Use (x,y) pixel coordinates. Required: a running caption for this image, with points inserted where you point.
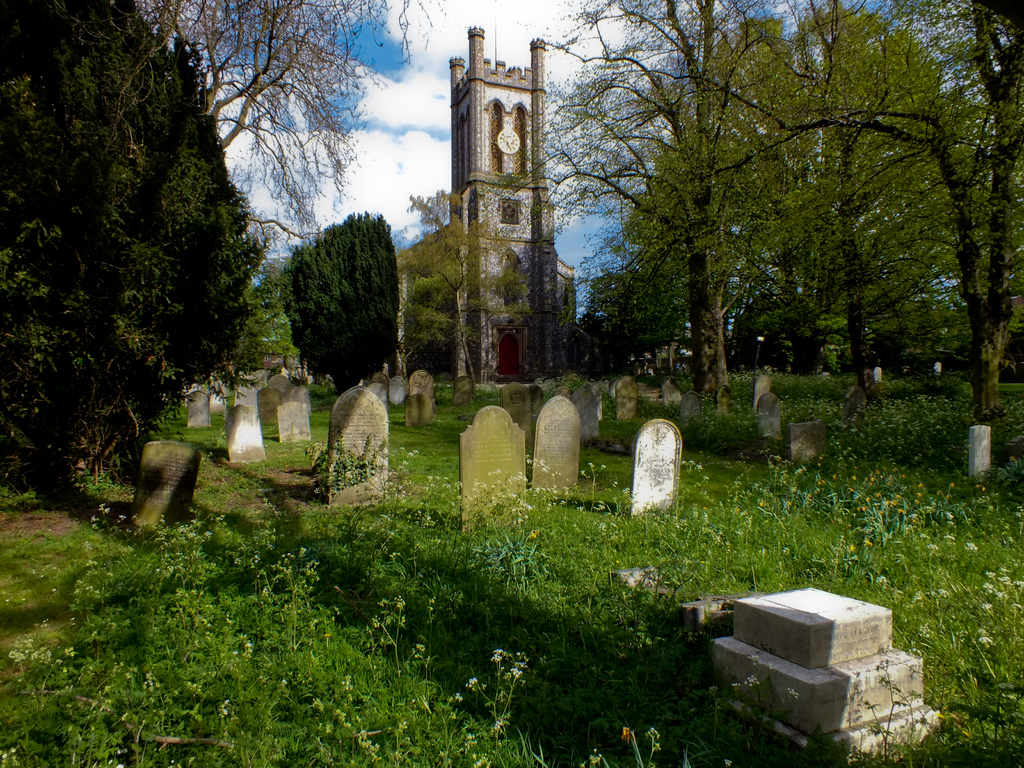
In this picture we can see graves (185,452) on the ground (706,501), plants (490,588), trees (26,352), building (544,236) and in the background (458,29) we can see the sky (438,29) with clouds (423,30).
